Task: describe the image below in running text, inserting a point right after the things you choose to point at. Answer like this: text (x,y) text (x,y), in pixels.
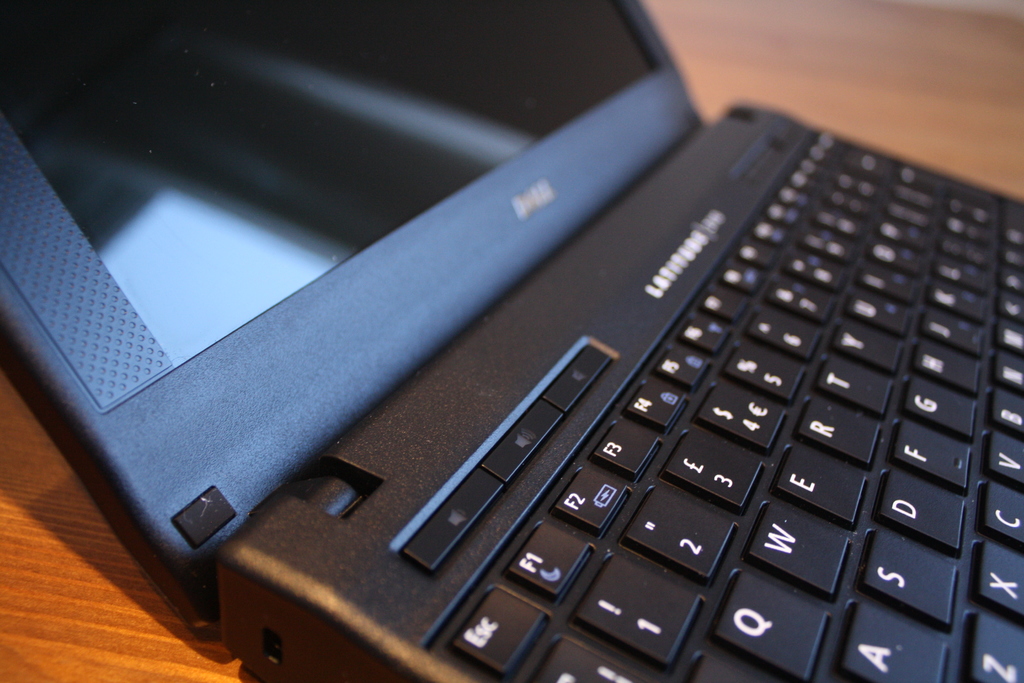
In the image we can see a laptop (212,328), key buttons (727,544) and a wooden surface (111,639).
